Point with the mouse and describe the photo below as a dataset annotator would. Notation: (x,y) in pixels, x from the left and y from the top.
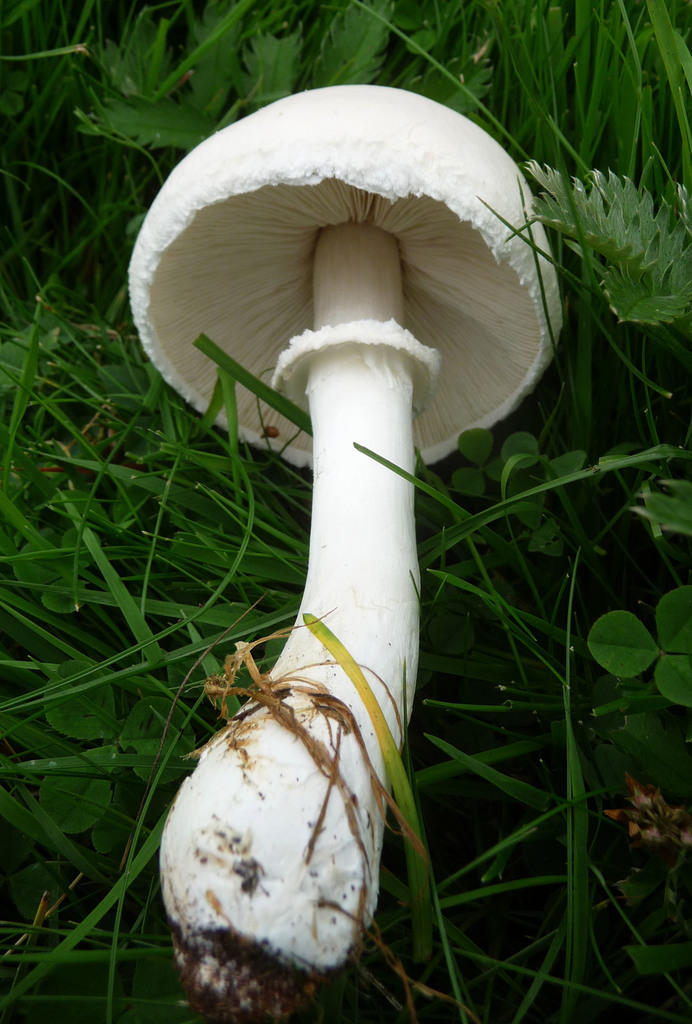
In the center of the picture (339,440) there is a mushroom (285,327). At the top (460,105) there are leaves (624,279). In the center of the picture (233,570) there is grass (487,729).
